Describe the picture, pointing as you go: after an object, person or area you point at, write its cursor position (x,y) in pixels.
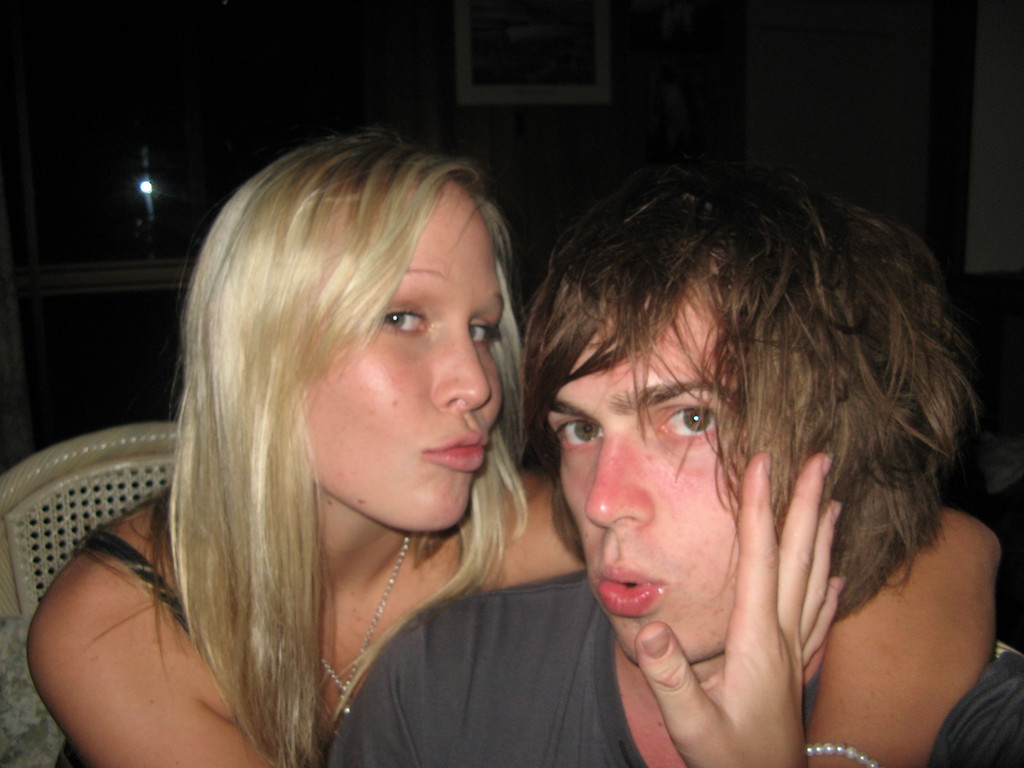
In the front of the image (394,546) I can see a woman (302,539), man (449,717) and chair (129,434). In the background of the image (949,480) it is dark. We can see reflection of light (151,189) and a picture (506,69) is on the wall (613,69).
